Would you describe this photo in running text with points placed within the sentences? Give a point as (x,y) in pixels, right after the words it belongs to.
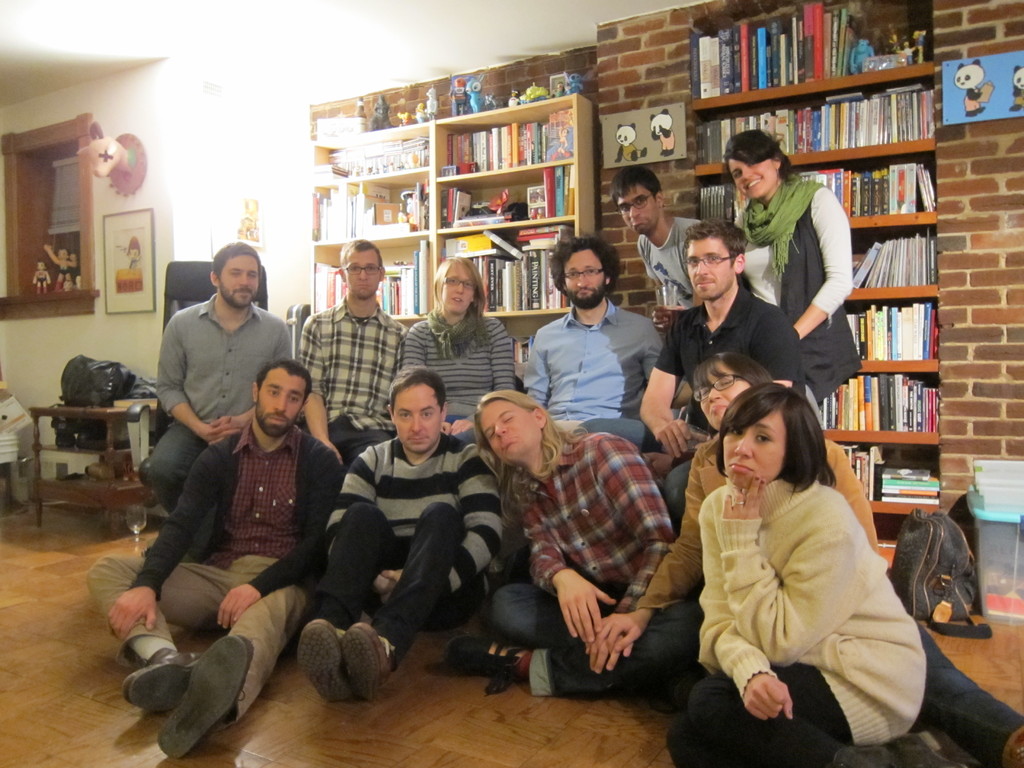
In front of the image there is a group of people (435,506) sitting on the floor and the sofa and there are two people (647,248) standing, behind them there are books (706,195) on the shelves (586,164) and there are cartoon posters (657,153) on the wall (990,131), behind them there are some objects (124,424) on the floor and there are photo frames (117,232) and some objects (121,171) on the wall (152,185) and dolls (63,266) in a window (61,142).
